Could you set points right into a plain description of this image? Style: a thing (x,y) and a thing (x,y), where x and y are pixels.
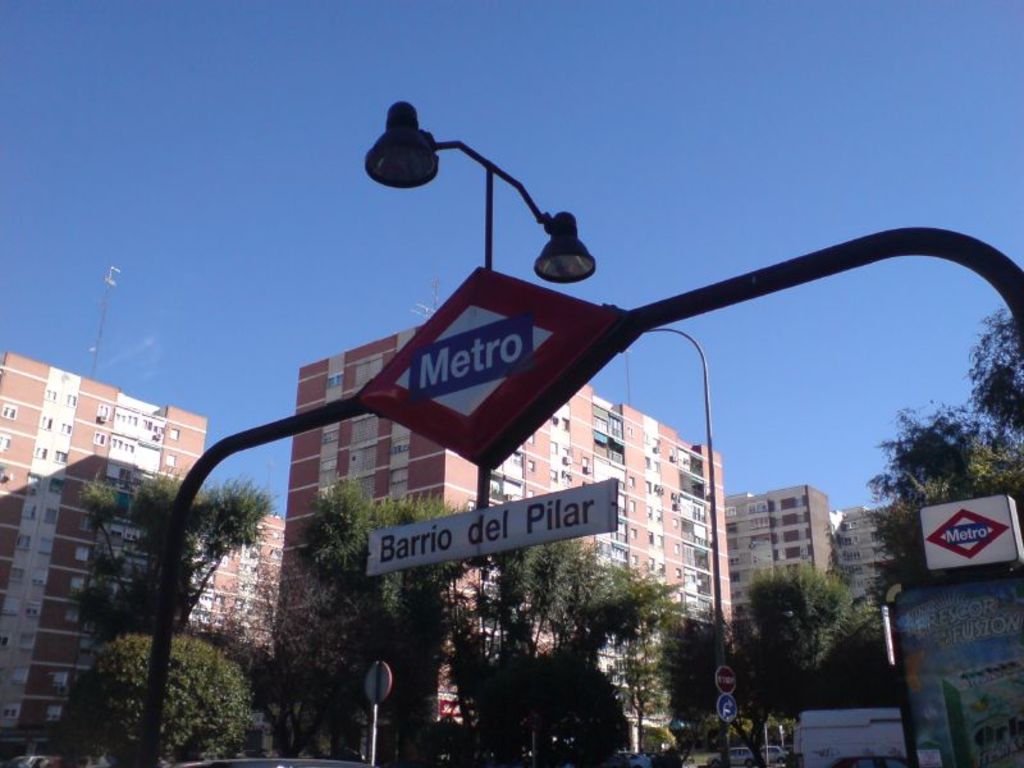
In this image we can see a pillar (925,242) and to the pillar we can see a board (530,318) and two lights (414,162). Behind the pillar (491,228) we can see a group of trees (582,611), buildings (729,509) and vehicles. At the top (708,129) we can see the sky (517,238). In the bottom right (927,588) we can see a banner (952,693).
